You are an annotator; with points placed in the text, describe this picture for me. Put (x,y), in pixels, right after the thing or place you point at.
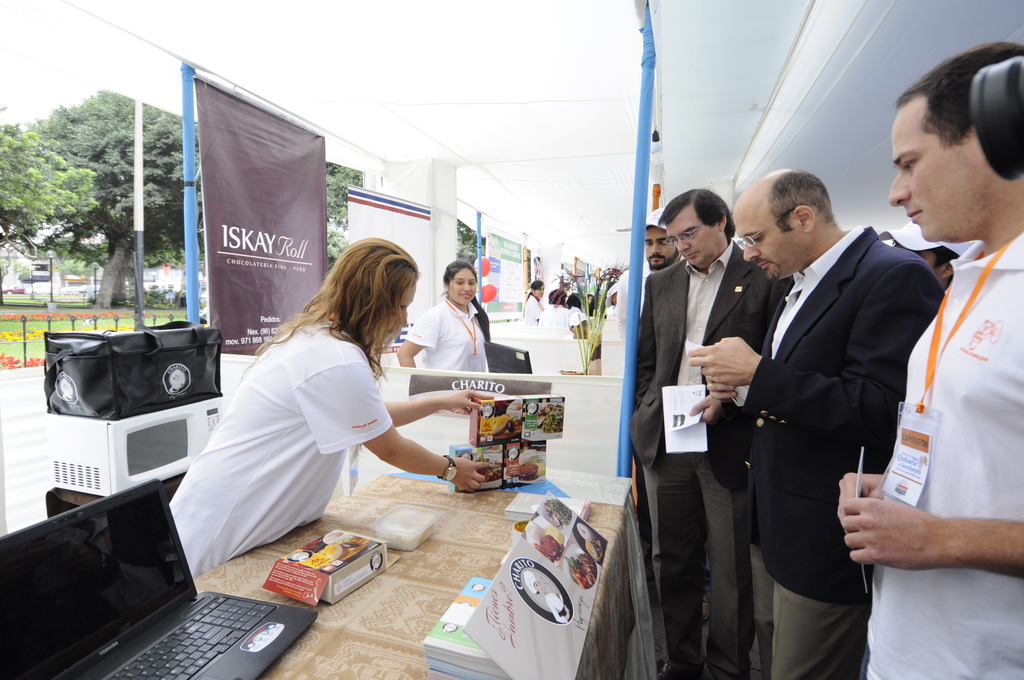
In this image, we can see a group of people (314,303). Few people (984,218) are holding some objects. Here we can see a table (426,573). Few things (582,608), laptop (178,665) and object (357,561) are placed on it. Background (174,443) we can see bag (179,388), microwave oven (174,428), banners (280,258), rods (630,286), trees (97,220), poles (138,272), flowers (110,315), grass (66,325) and few objects (176,296). Top of the image (487,91), we can see white color.
